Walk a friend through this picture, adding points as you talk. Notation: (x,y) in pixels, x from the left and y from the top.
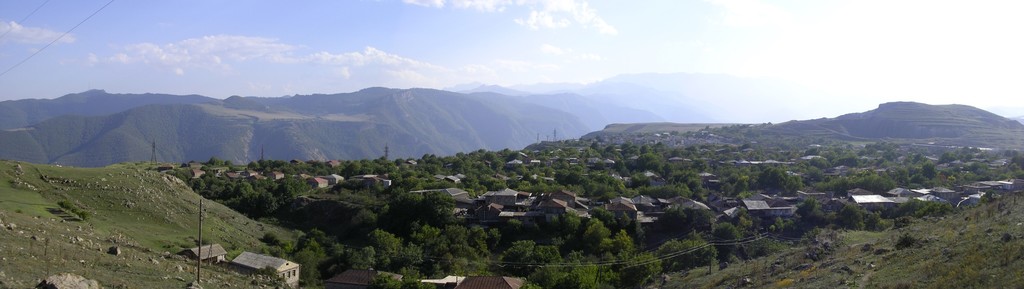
In this image it looks like it is a scenery in which there are houses (525,194) and buildings (508,198) in the middle (546,187) and there are trees (473,174) in between them. In the background (349,139) there are hills (691,90). At the top (197,25) there is sky (223,30). On the left side (143,253) there are stones (51,278) and grass (118,213) on the hill (140,199).
